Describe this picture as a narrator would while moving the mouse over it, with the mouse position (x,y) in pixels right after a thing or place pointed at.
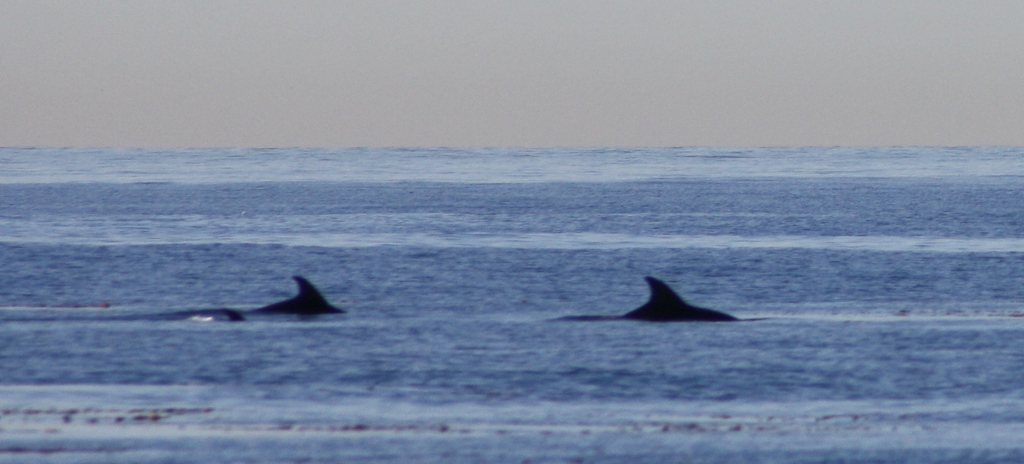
In this picture there are dolphins (646,314) in the water (410,283) and there is water (564,184) in the image, there is sky (899,134) at the top side of the image (898,126).
